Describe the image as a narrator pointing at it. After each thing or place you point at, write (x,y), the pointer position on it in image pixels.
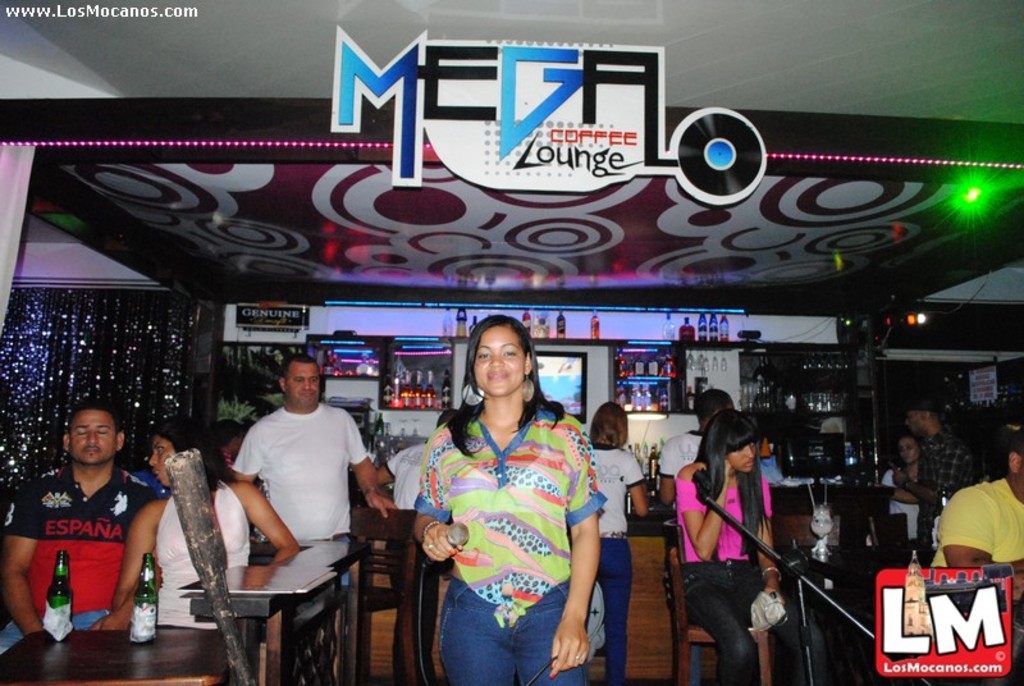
In this image we can see a few people (481,584), among them some are sitting on the chairs (392,576) and some are standing, we can see there is a table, on the table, we can see two bottles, in the background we can see some bottles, posters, photo frame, and some other objects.
